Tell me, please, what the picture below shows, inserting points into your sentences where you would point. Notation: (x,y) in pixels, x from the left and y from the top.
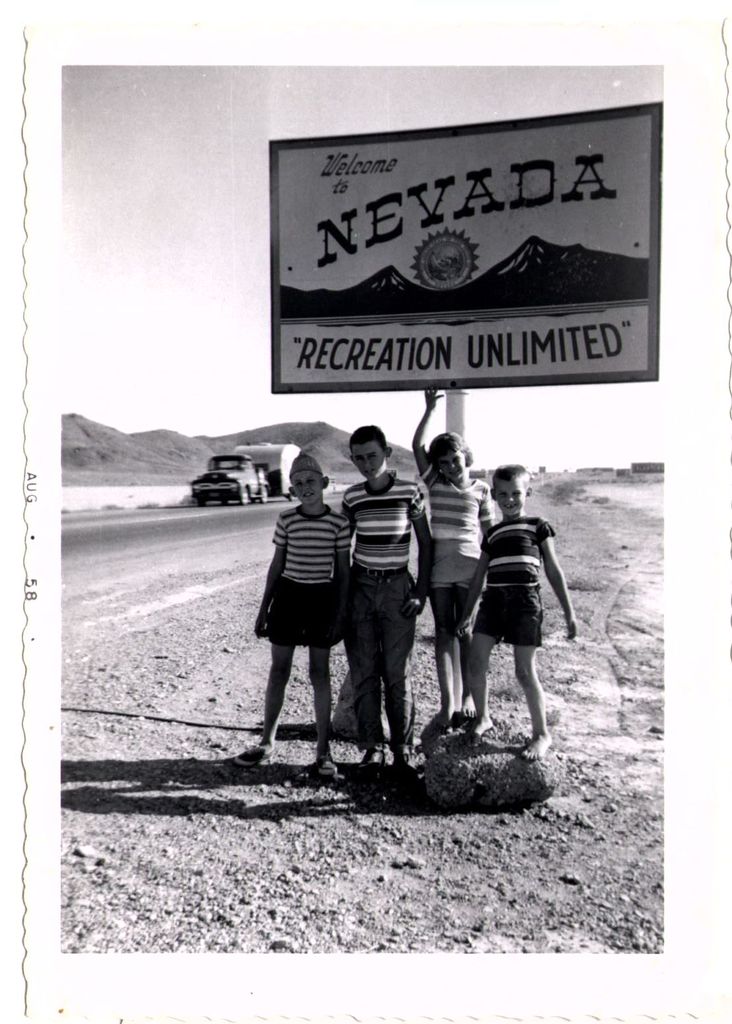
In this image there is a photograph (297,180). In this photograph (303,612) there are children (407,638) standing and we can see a board (473,220). There is a vehicle (206,485) on the road (130,534). In the background (209,435) there are hills (334,448) and sky (202,280).
